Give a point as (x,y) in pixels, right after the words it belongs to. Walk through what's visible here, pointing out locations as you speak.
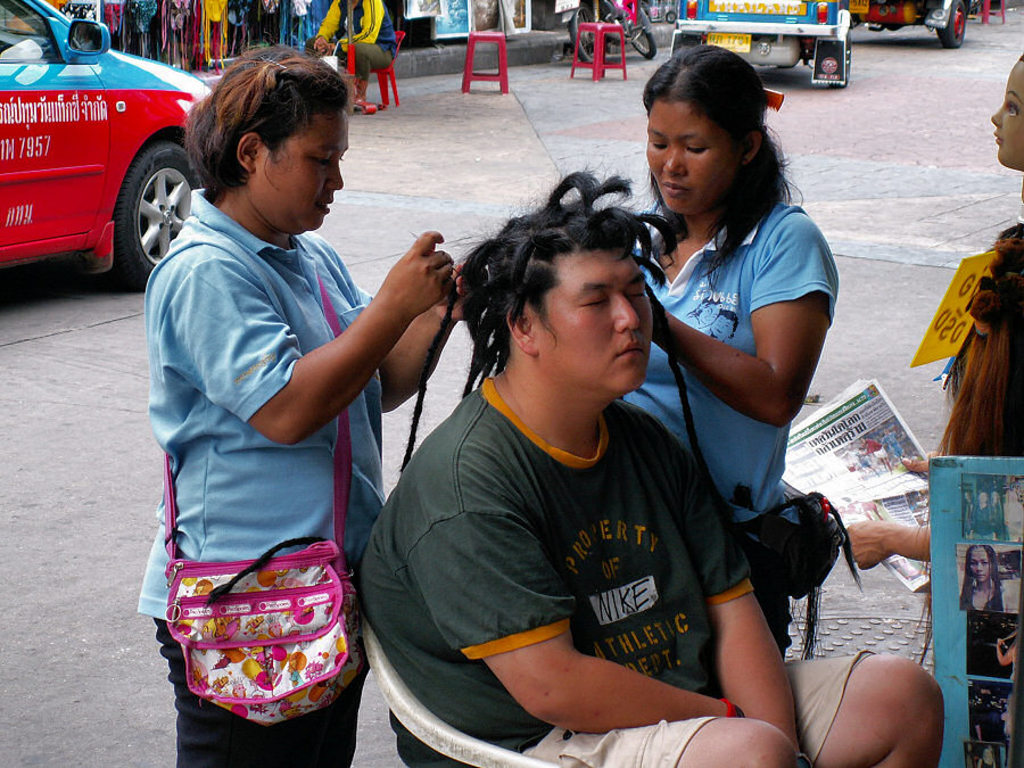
In this image I can see a person (648,646) sitting on the chair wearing green shirt (572,610), cream pant (673,743). Background I can see few persons (747,296) standing, the person (225,440) at left (225,440) wearing blue shirt (191,480), black pant (227,730) and pink color bag (321,582) and I can see a vehicle (151,77) in blue and red color and I can see few clothes (257,20) in multi color.
